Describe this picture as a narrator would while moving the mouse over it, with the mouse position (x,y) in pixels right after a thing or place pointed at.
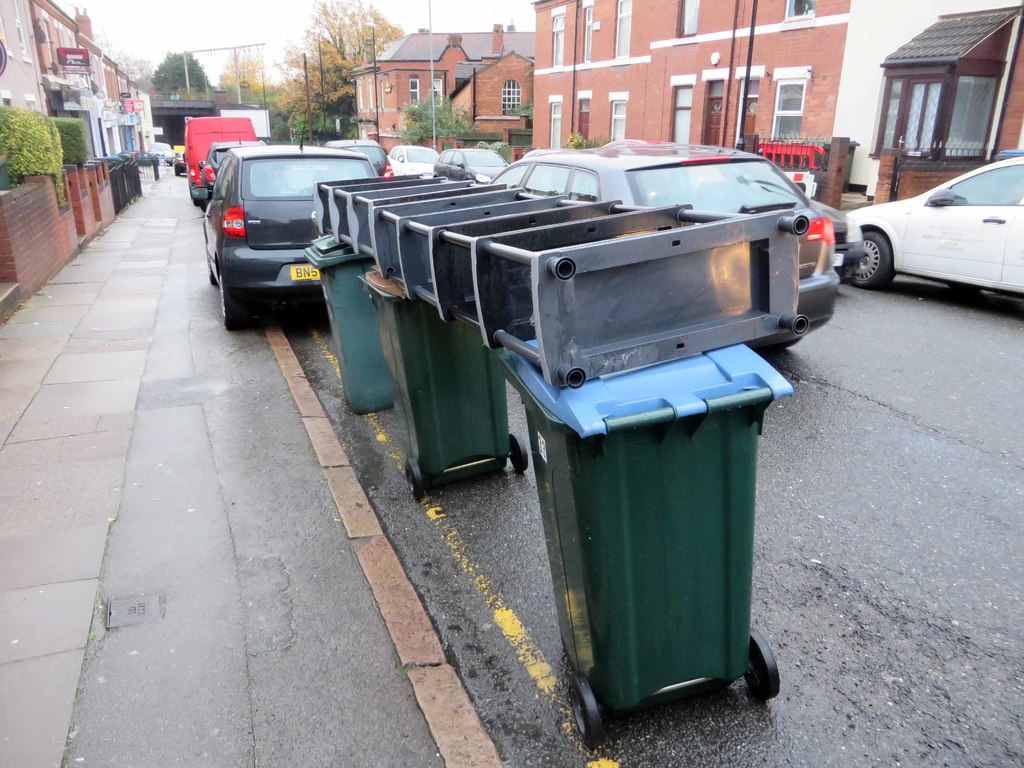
In this image I see number of buildings (766,42), bushes (76,133), cars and I see 3 bins (518,441) over here on which there is a thing (530,211) and I see the footpath (184,208) and the road (820,561). In the background (319,41) I see the trees (333,51), few poles (239,59) and the sky (236,6).
